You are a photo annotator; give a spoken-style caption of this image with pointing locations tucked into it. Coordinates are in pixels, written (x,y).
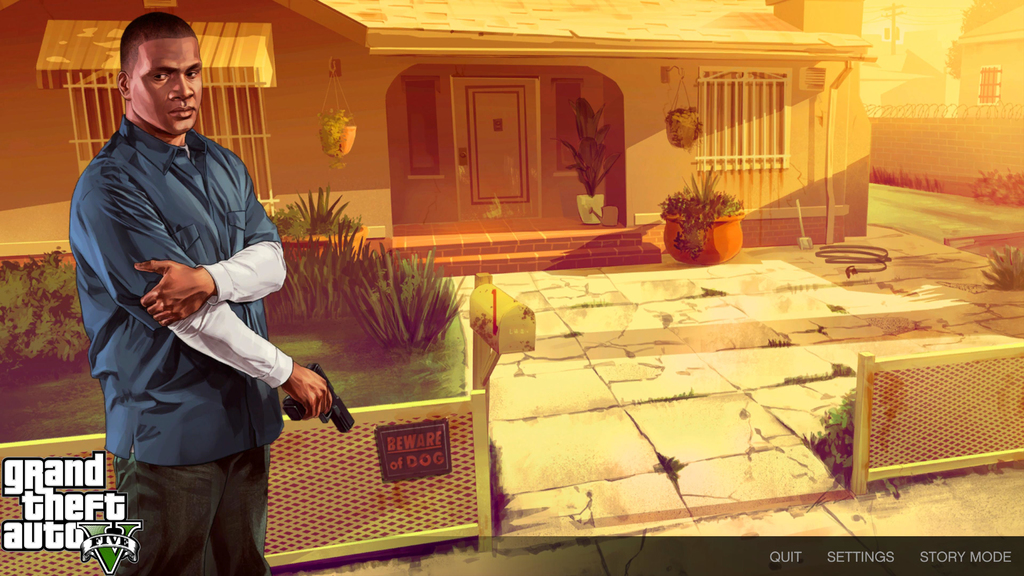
In this image, we can see depiction of a person (262,388). There is a shelter house (672,175) at the top of the image (475,54) contains windows (261,126) and door (511,158). There are plants (338,271) on the left side of the image (56,291). There is a wall (975,157) on the right side of the image (987,152). There is a text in the bottom left of the image (120,494).
